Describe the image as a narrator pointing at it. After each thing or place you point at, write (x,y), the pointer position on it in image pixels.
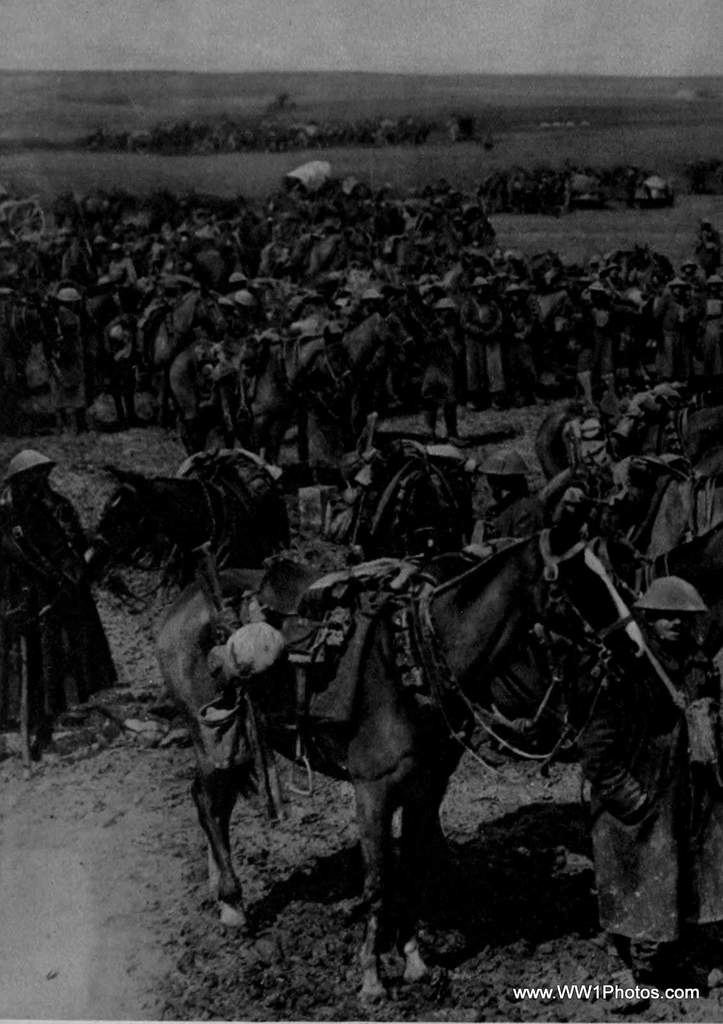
In this black and white image I can see a couple of horses (568,627) with people (511,524), in the right bottom corner (680,989) I can see some text (572,986).
